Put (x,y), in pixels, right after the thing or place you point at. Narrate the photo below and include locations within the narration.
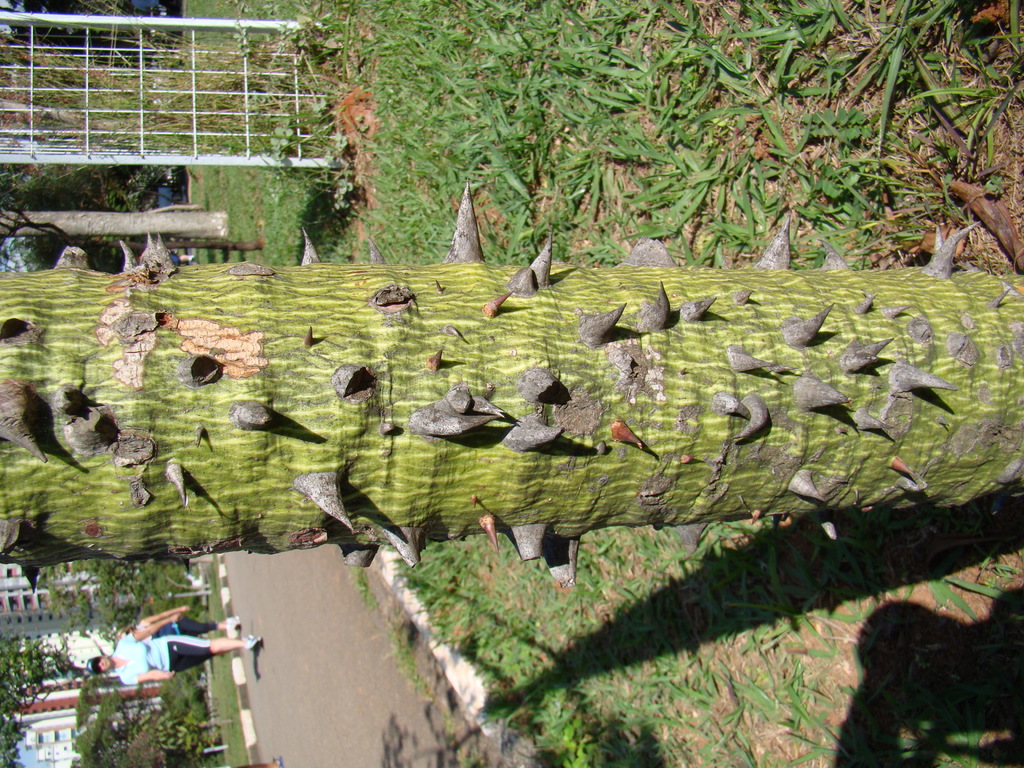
In this image, we can see a green color tree (701,353), there are some green color plants (736,194) on the ground (567,156), at the left side (323,757) there is a road (350,662) and there is a person (183,656) walking on the road (291,689).
